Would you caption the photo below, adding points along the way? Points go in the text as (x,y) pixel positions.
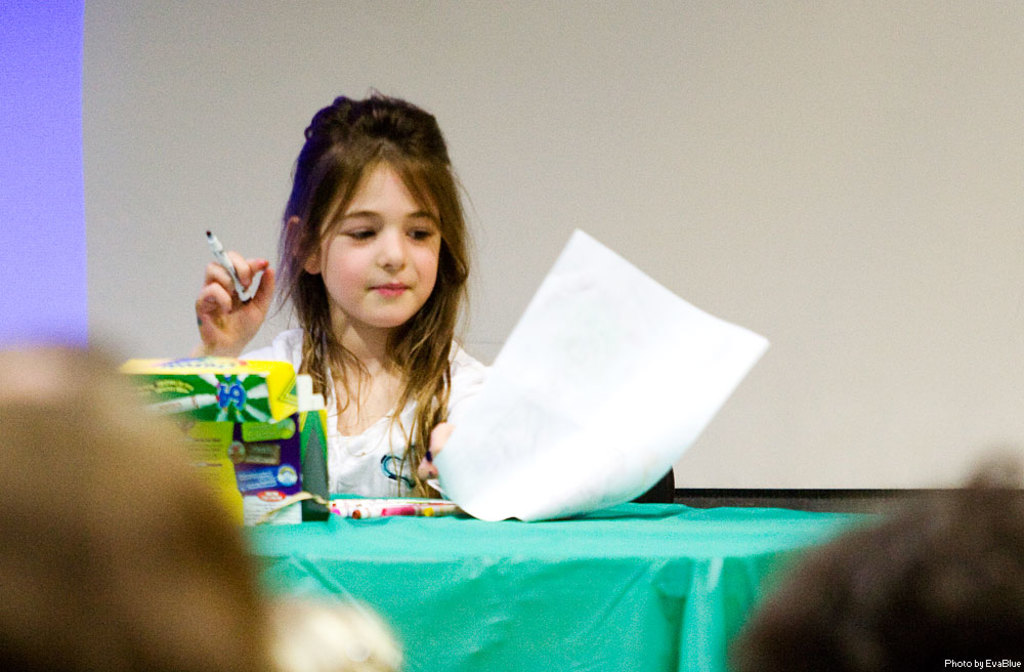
This image consists of a girl (363,387) wearing a white dress (298,364). In front of her there is a table (526,598) covered with a cloth (412,569). And there are paper (481,442) and colored pencils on the table (540,597). In the background (697,165), there is a wall (296,91).
